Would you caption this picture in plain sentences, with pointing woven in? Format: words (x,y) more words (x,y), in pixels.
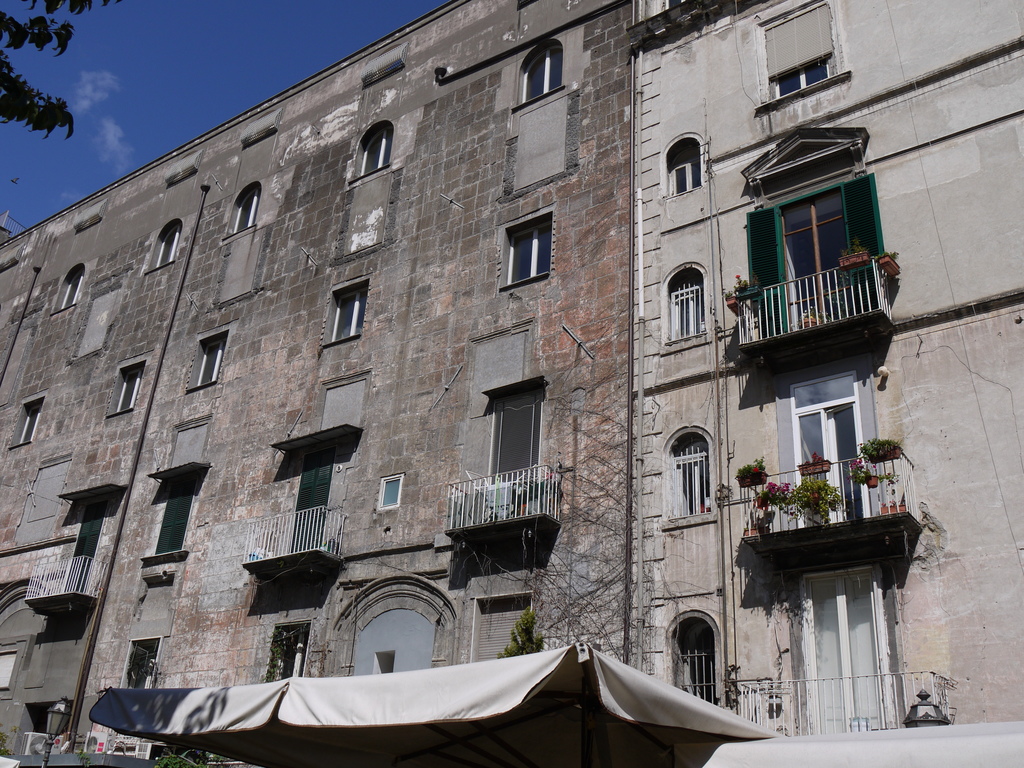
In the center of the image (461,309) we can see a building (531,400), window (512,424), grills (831,304), plants (826,491) are there. At the top of the image (158,79) clouds (121,136) are present in the sky (182,74). At the bottom of the image (209,692) we can see tent (358,704), lamp (63,718), poles (69,731) are there. At the top left corner (52,1) tree (44,106) is present.
